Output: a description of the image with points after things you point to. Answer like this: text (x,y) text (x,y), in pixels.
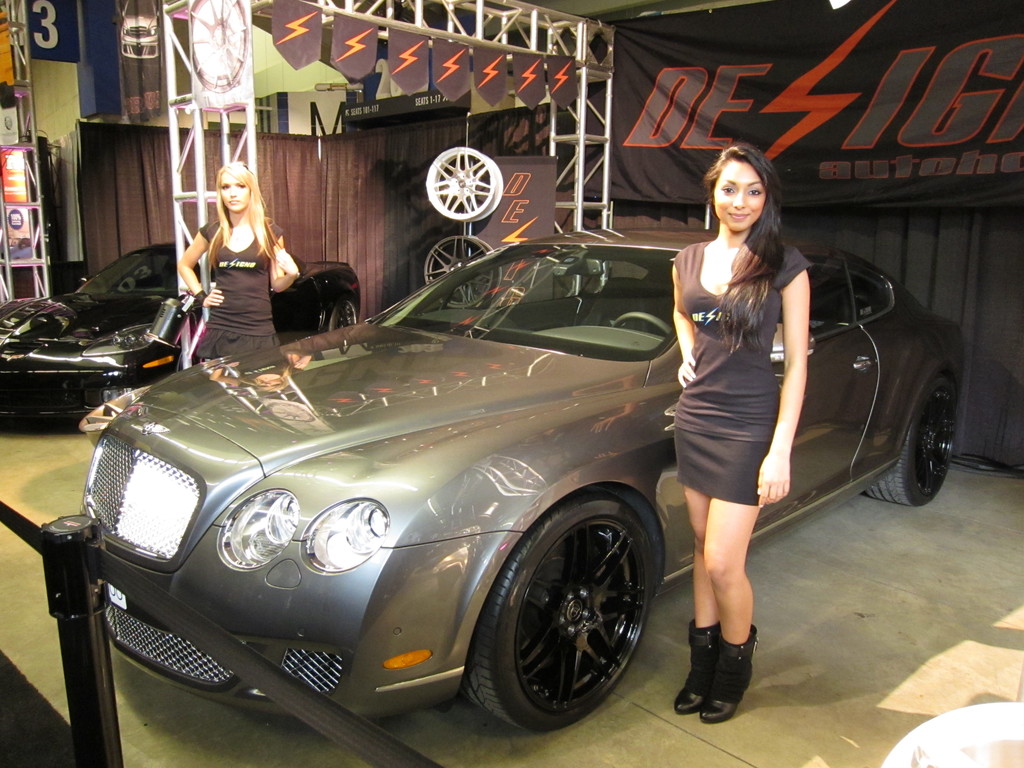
In this picture I can see the vehicles (354,405) on the surface (783,674). I can see the barrier (222,648). I can see metal arch (532,17). I can see two persons (245,224) standing on the surface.
